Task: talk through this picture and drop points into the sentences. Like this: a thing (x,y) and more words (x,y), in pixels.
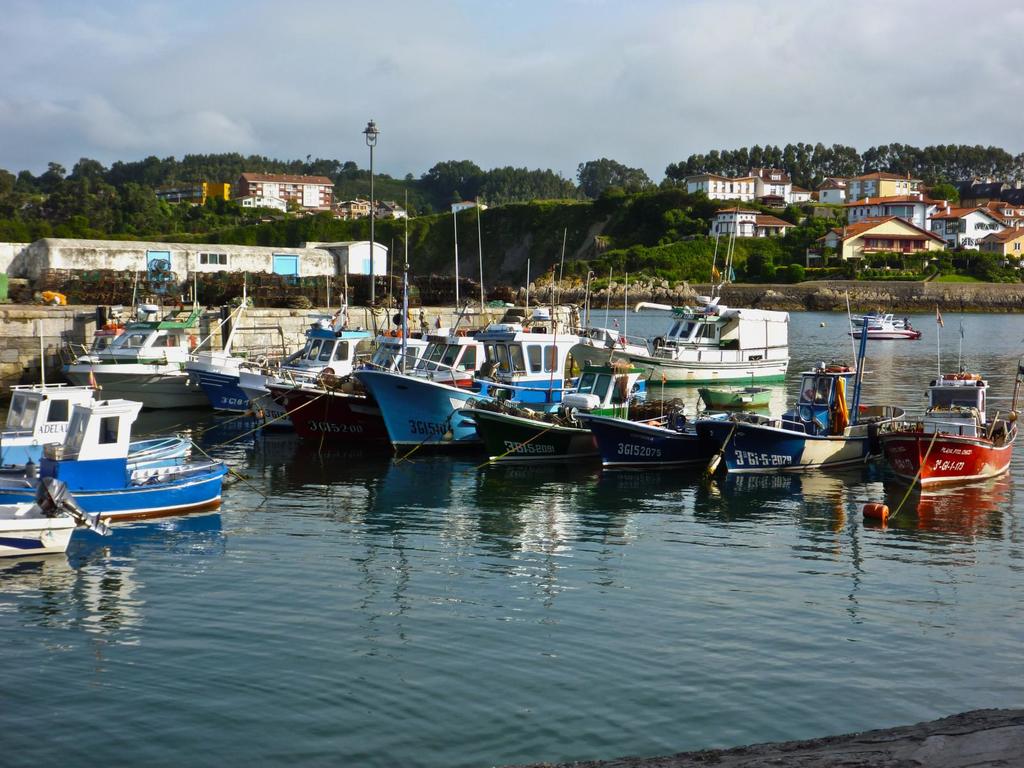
In the picture I can see many boats (257,373) are floating on the water (602,568). In the background (127,262), I can see houses (858,194), trees (445,181), light poles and the cloudy sky (417,152).
